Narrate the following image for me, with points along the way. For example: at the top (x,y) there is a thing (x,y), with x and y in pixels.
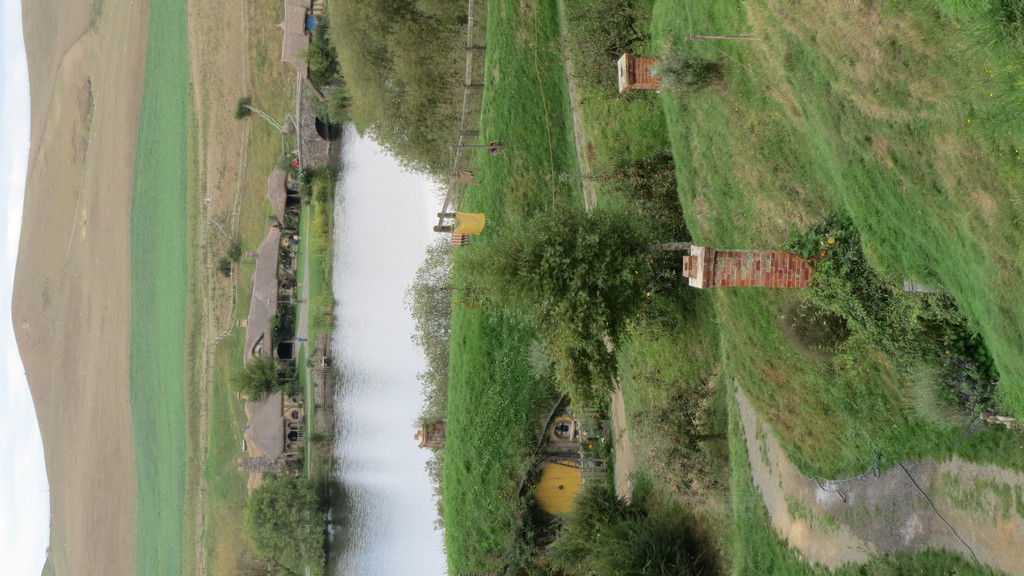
In the center (360,309) I can see the lake (398,233). At the bottom (579,484) I can see the buildings (545,498). Beside that I can see the trees (572,298), plants (583,533) and grass (544,113). At the top (488,84) I can see the wooden fencing (441,225). On the left (275,5) I can see the farmland (141,301) and mountains (68,155). In the bottom left corner (5,421) I can see the sky (1,440) and clouds (6,438). Beside the buildings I can see the road (615,422). In the top left (315,159) I can see the bridge (303,110).
